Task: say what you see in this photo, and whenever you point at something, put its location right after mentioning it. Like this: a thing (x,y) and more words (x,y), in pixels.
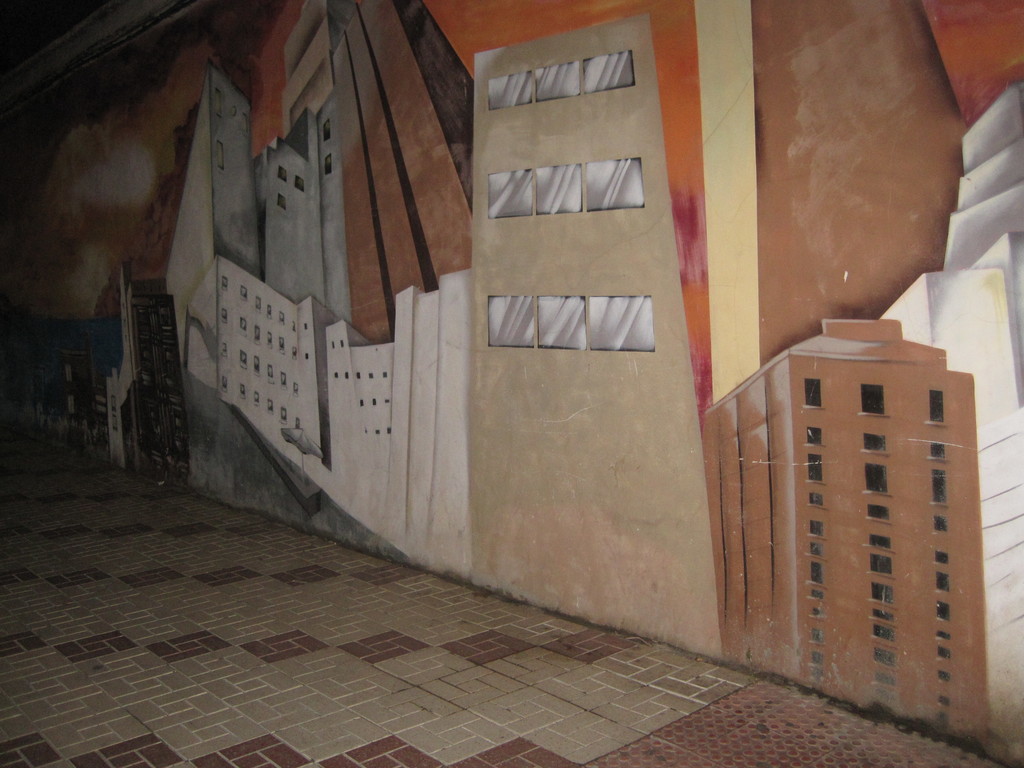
This image is taken indoors. In the middle of the image (453,507) there is a wall (684,301) with paintings (209,174) on it. At the bottom of the image (128,709) there is a floor (93,648).
